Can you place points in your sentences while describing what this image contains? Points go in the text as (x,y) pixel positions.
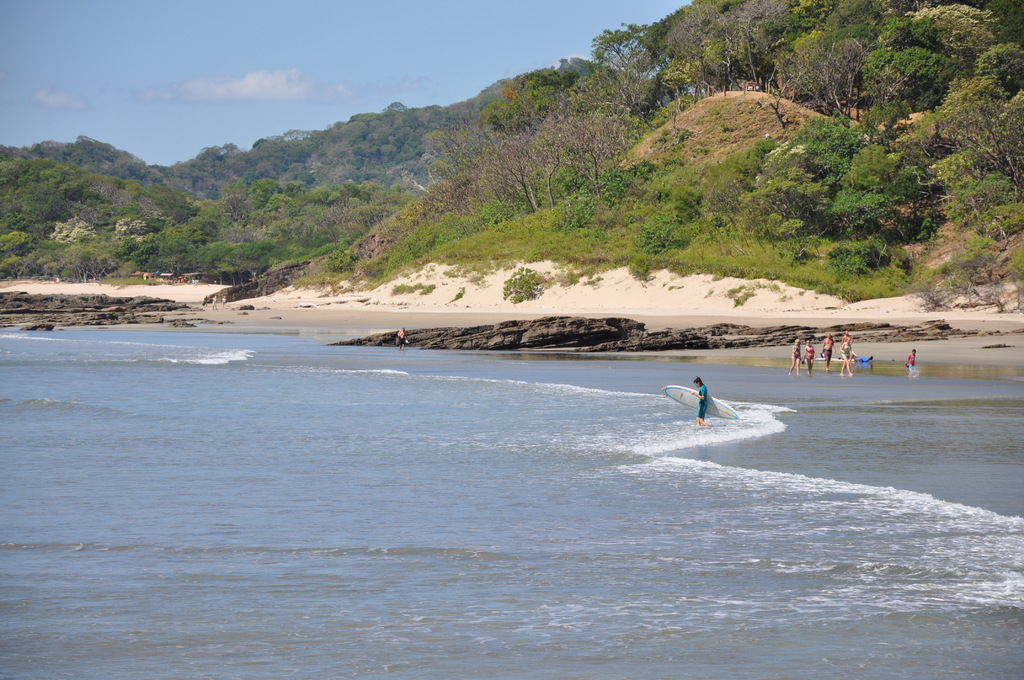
In this picture we can see water (417,439) and group of people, and we can find a person (697,385) is holding a surfboard (695,398), in the background (208,195) we can see few trees (216,207) and houses (143,275).
